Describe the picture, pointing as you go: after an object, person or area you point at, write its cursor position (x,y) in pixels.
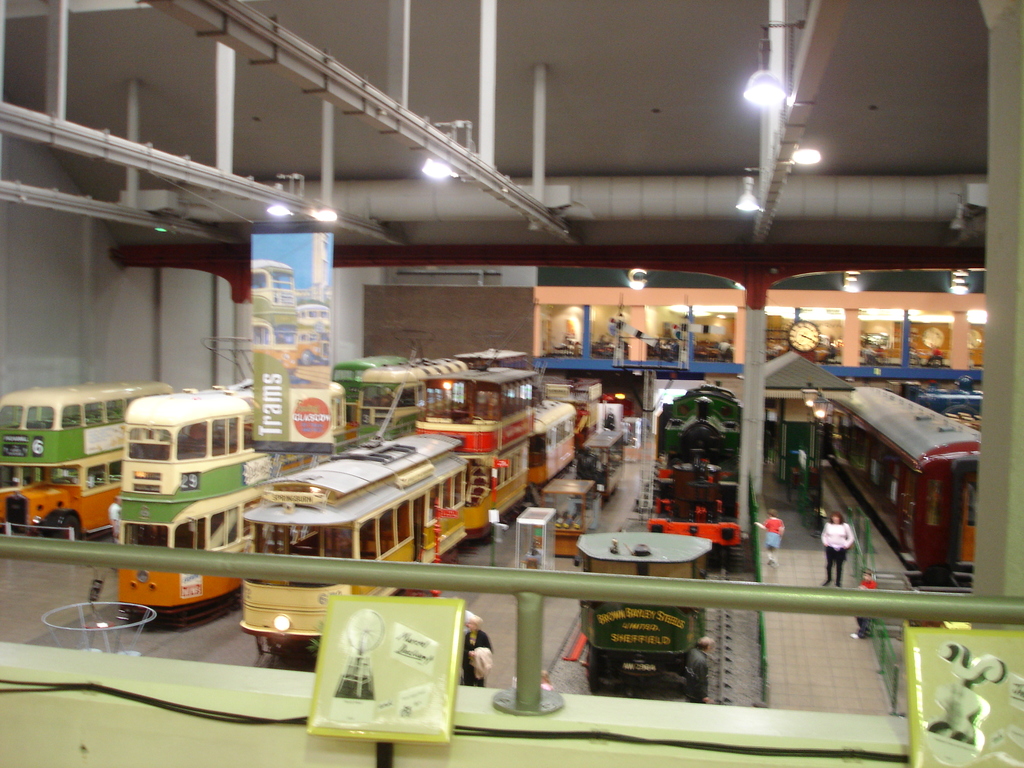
This is an inside view. Here I can see few trains (695,472) and buses (80,460) on the floor (825,646) and also there are few people (771,517). At the bottom (121,564) there is a metal rod (418,580). In the background (736,331) there are few pillars (967,355) and a clock (812,337). At the top (491,117), I can see few lights (766,98) are attached to a metal rod (305,64).
